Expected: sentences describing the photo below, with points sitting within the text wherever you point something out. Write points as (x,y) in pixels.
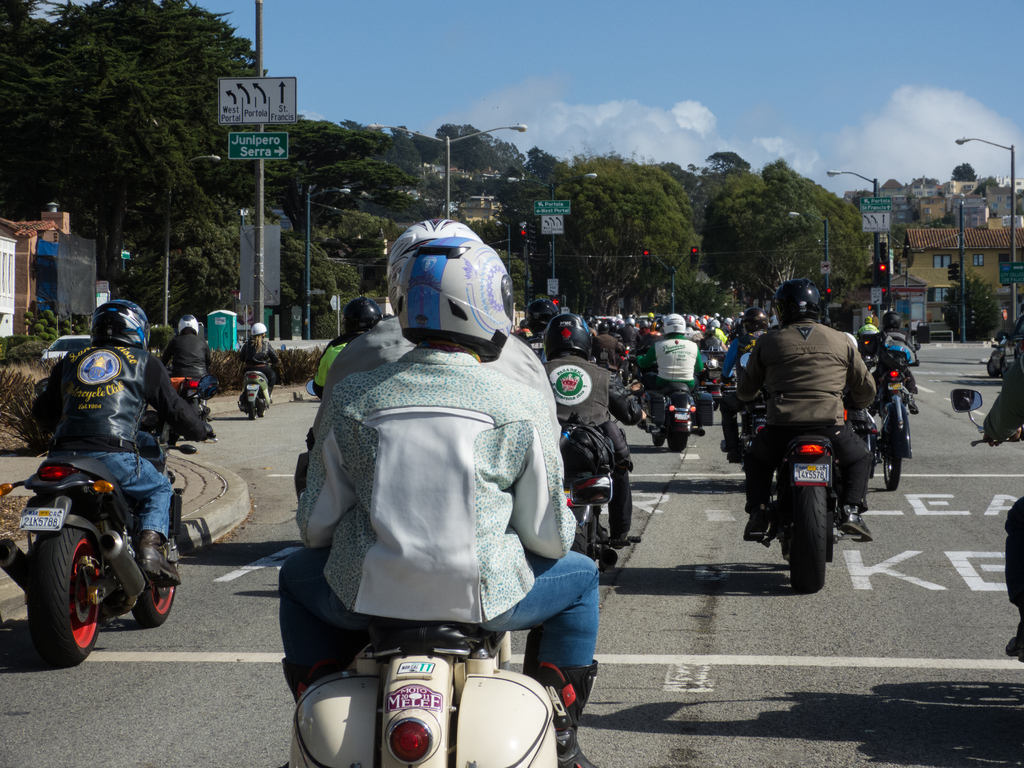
In this image there are group of persons (532,483) who are riding motorcycles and at the background of the image (739,222) there are trees (736,245) and clear sky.
